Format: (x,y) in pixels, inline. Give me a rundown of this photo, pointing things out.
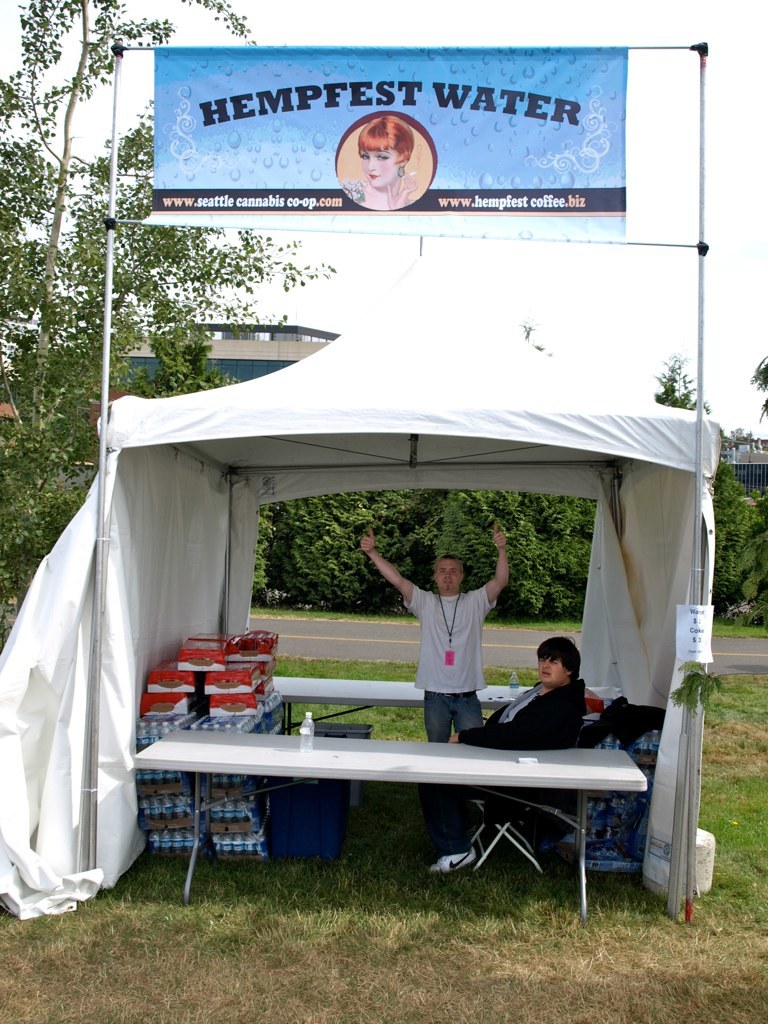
In this picture this person (456,724) standing. This person (529,712) sitting on the chair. There is a table (380,762). On the table (316,750) we can see bottle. This is grass (256,909). We can see boxes (157,685). This is tent (402,351). On the background (213,299) We can see building (310,347), tree (71,258), sky (445,22). This is road (334,633).
